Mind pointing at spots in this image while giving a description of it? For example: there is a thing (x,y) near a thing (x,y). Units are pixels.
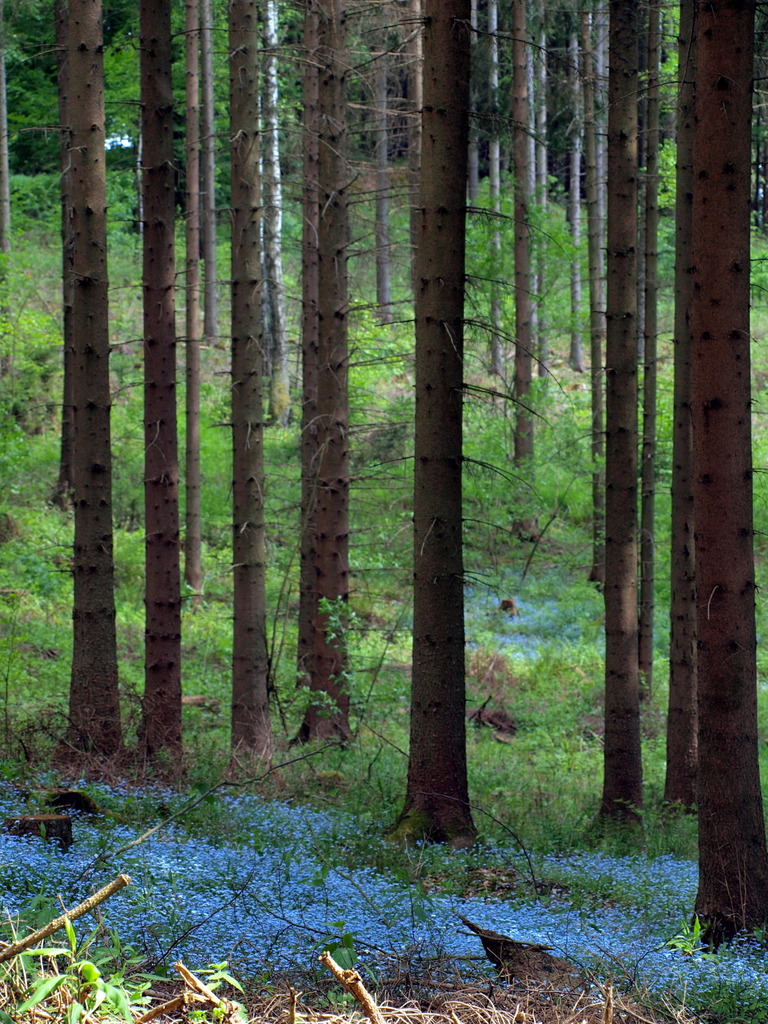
This image is taken outdoors. At the bottom of the image (267,879) there is a ground (481,871) with grass (454,893) and a few plants (336,947) on it. In the background (101,270) there are many trees (536,280).
